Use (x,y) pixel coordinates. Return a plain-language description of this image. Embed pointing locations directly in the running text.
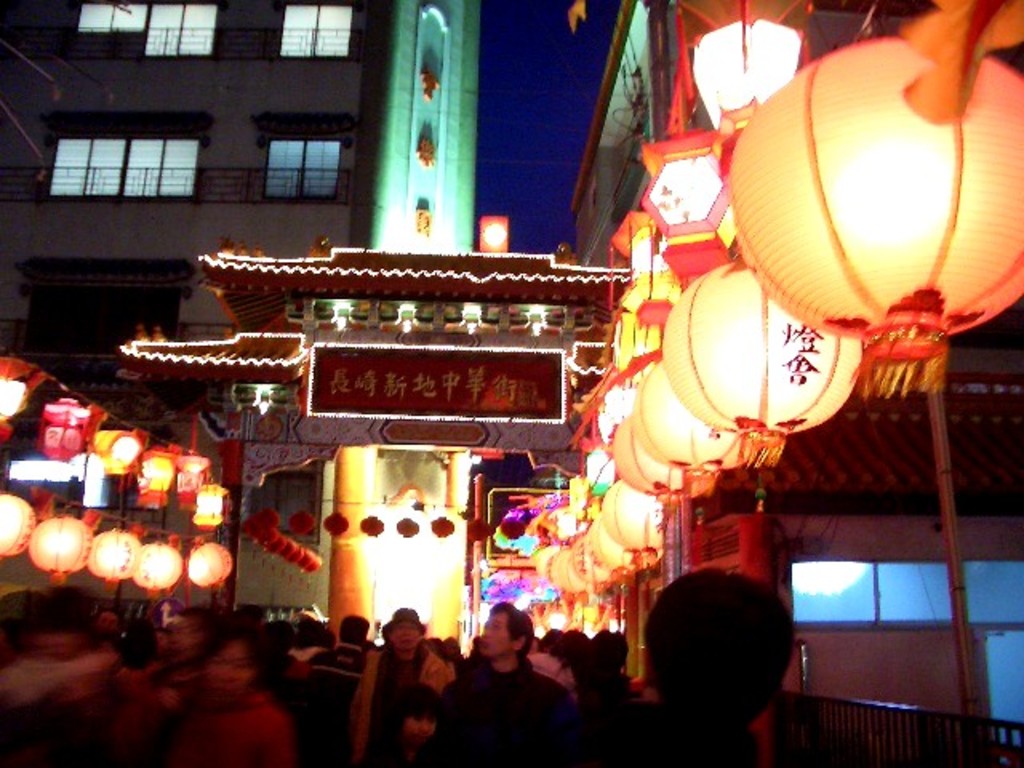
In this picture I can see couple of buildings (459,175) and I can see few people (302,684) standing and few lanterns (54,573) and I can see arch (520,393) with lighting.
